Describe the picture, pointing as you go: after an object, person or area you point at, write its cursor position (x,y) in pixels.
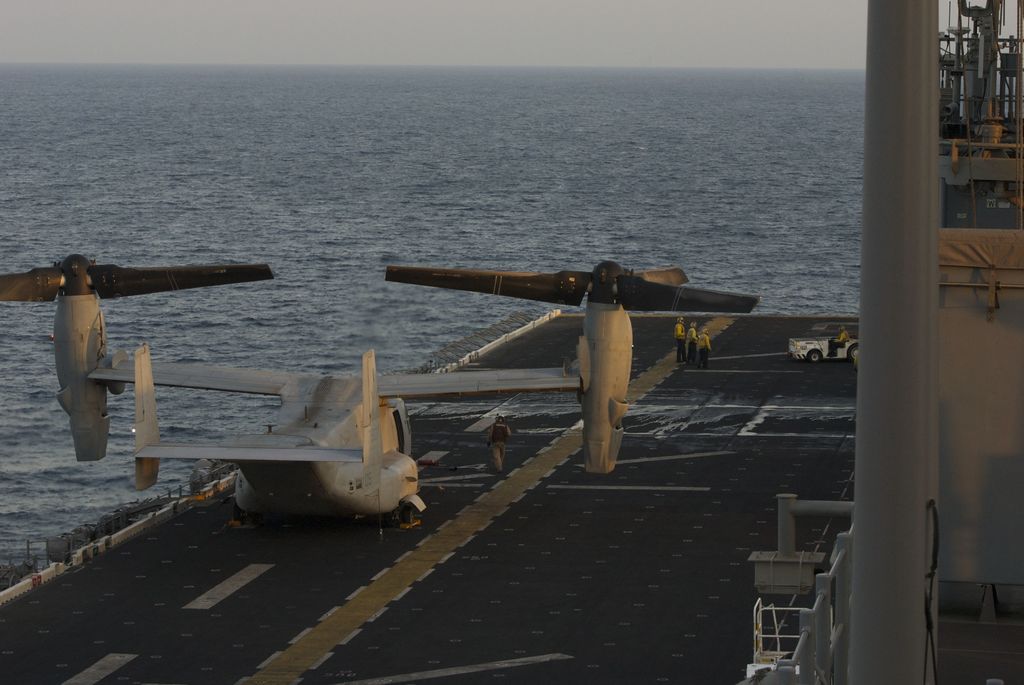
This image is consists of tiltrotor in the image and there is water (409,101) in the background area of the image (422,157).
